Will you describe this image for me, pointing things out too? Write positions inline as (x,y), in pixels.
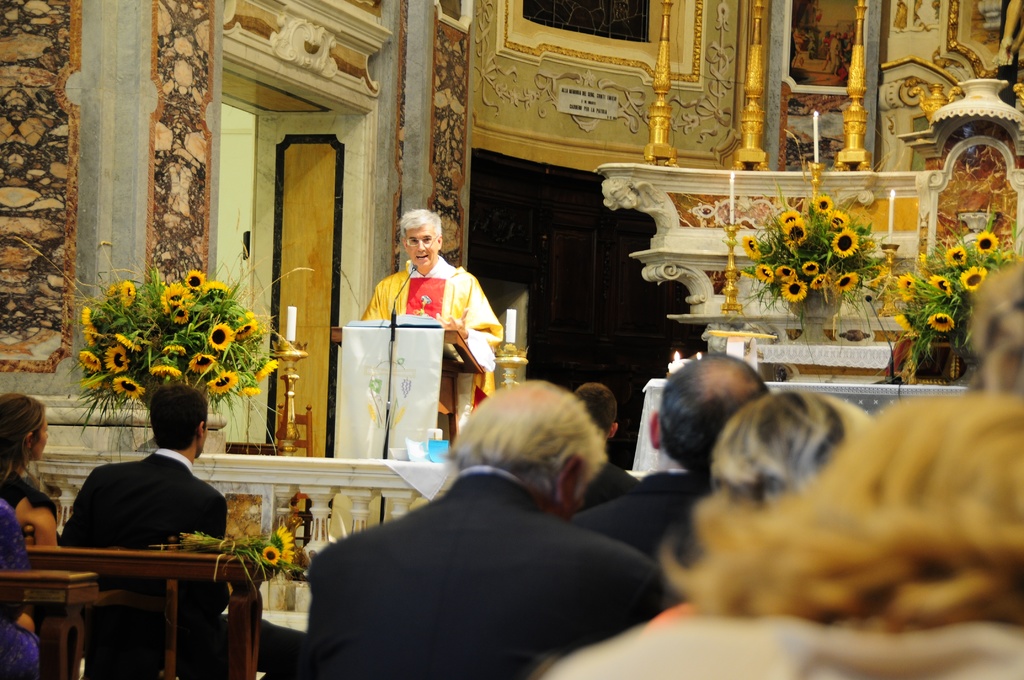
In this image I can see there is a person (407,291) standing and talking in a mic (387,411) and there is a podium (455,333). On that there is a banner (413,357). And there are persons (167,400) sitting on the bench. And there is a wall (393,65) with a design (153,246). And there is a flower pot (259,379) and there is a stand (296,360) with candle (289,327). And there is a design pole (860,62).
